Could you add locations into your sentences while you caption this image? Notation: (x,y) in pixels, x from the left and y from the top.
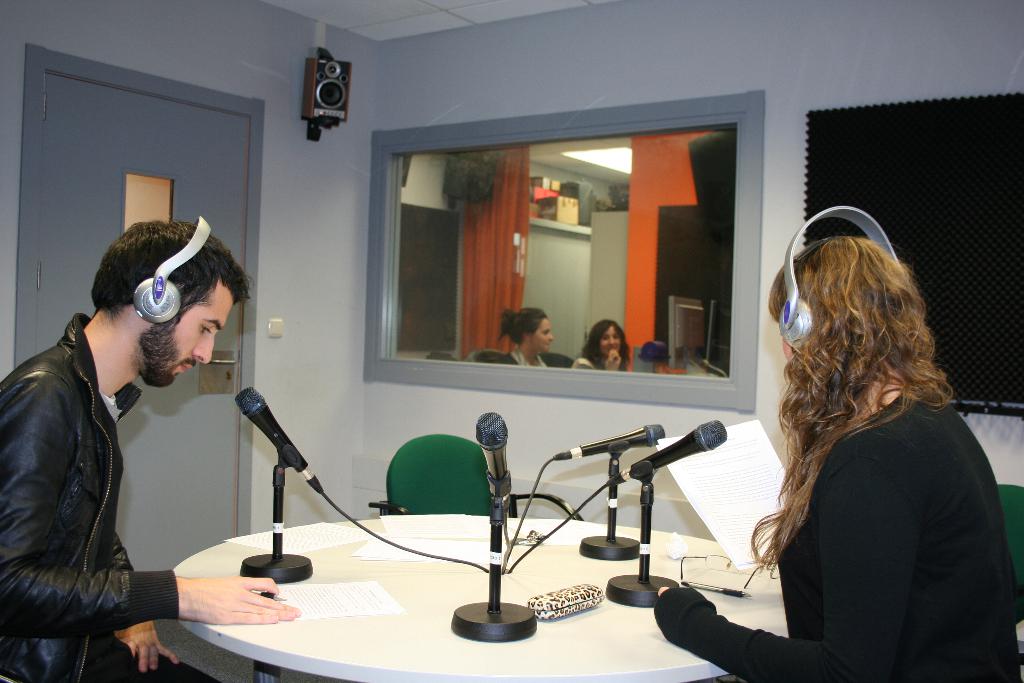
In this image I can see a man (240,589) and a woman (815,640) are wearing headphones (168,278). On this table (385,651) I can see four mics (467,612) and few papers (715,485). In the background (437,479) I can see a chair (422,461), a speaker (320,90) and few more people (510,316).
